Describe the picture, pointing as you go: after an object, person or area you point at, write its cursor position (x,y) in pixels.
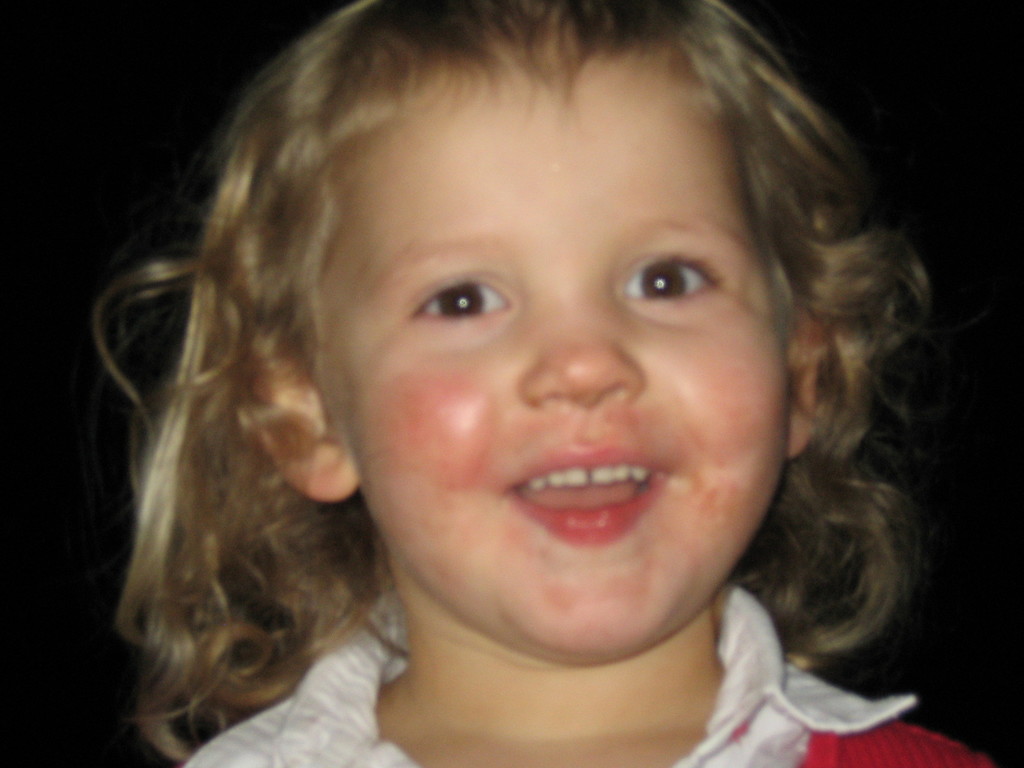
Here we can see a kid (471,420) smiling.
